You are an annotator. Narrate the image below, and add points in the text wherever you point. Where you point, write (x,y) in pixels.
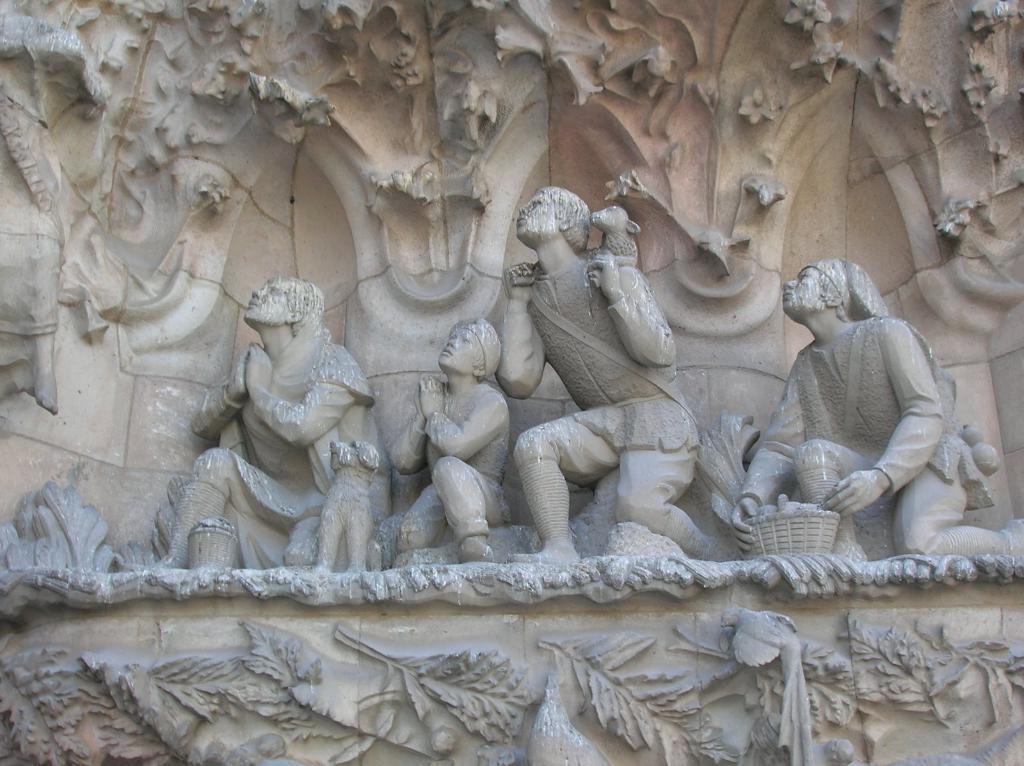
In this picture we can see the statue (933,436) of a person's (531,501) near to the wall (989,371). On the top (413,87) we can see the monument (452,169). At the bottom (639,750) we can see the designs (654,720) of a plants (185,706), birds (753,644) and leaves (188,691).
